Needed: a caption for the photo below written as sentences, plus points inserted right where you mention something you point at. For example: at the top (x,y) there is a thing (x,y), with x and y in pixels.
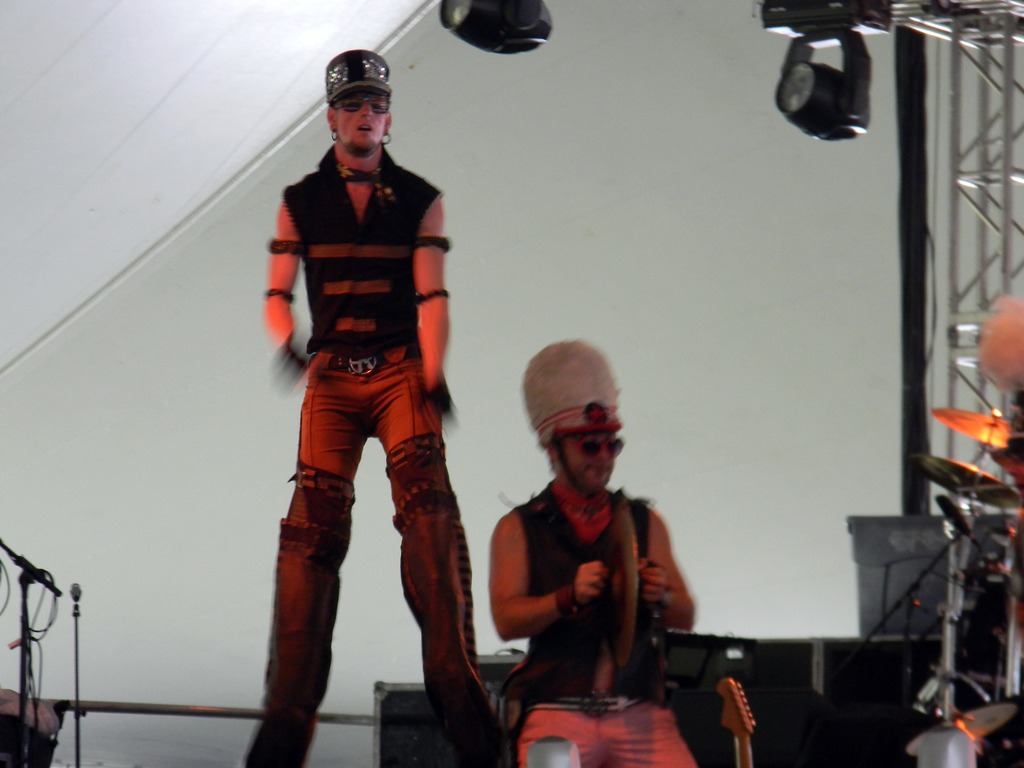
In this picture there are two men (316,361). In the bottom left side of the image (26,629) we can see stands (26,617) and cable (27,675). On the right side of the image (1004,640) we can see musical instruments (972,642). In the background of the image (779,127) we can see rods (1012,221), lights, wall (818,336) and few objects (865,551).
